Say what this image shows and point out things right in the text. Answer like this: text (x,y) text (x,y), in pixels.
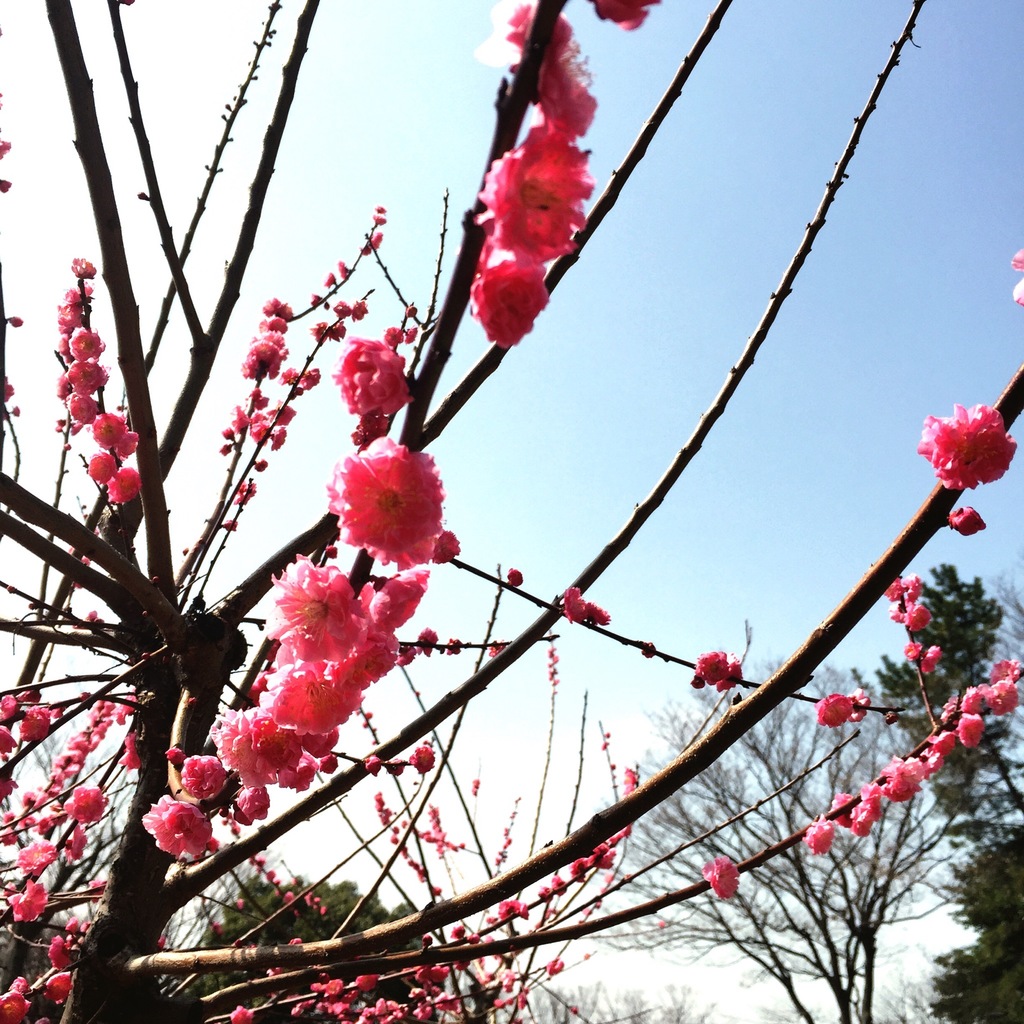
In this image we can see pink color flowers (218,758) on the trees (184,648). Background of the image (309,244) we can see the sky (679,432) and trees (988,880).
